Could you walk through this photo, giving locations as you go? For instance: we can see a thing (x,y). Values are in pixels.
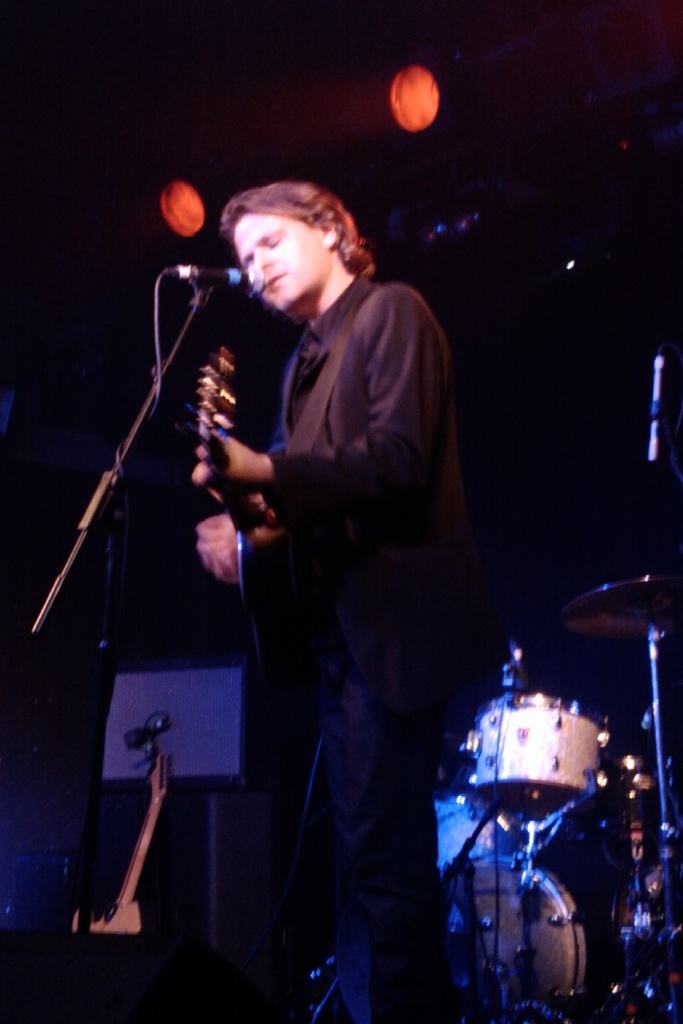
In the center (393,557) we can see one person (374,477) standing, holding guitar (305,589). In front (215,273) we can see microphone (193,270). And coming to back we can see some musical instruments (558,708) and light (412,125).
